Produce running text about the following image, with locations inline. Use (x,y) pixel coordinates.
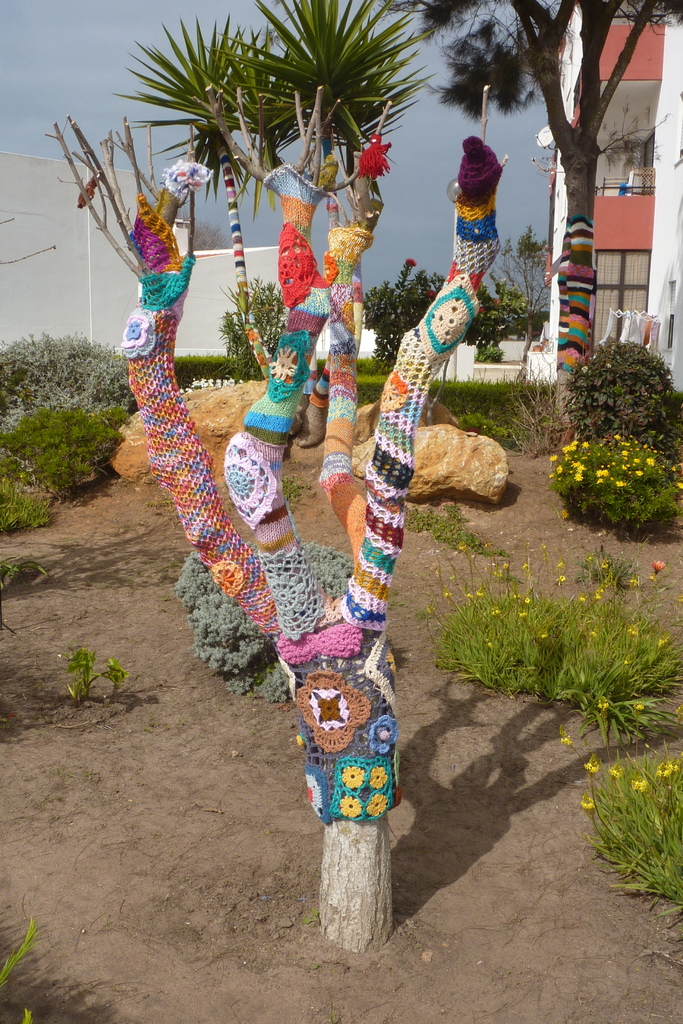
In this image I can see a dried tree (349,756) to which I can see number of clothes (270,611) are attached. I can see the ground (131,660), few plants (468,646), few flowers (523,612) which are yellow and pink in color. In the background (653,232) I can see few buildings (632,291), few trees (408,1) and the sky (91,88).
